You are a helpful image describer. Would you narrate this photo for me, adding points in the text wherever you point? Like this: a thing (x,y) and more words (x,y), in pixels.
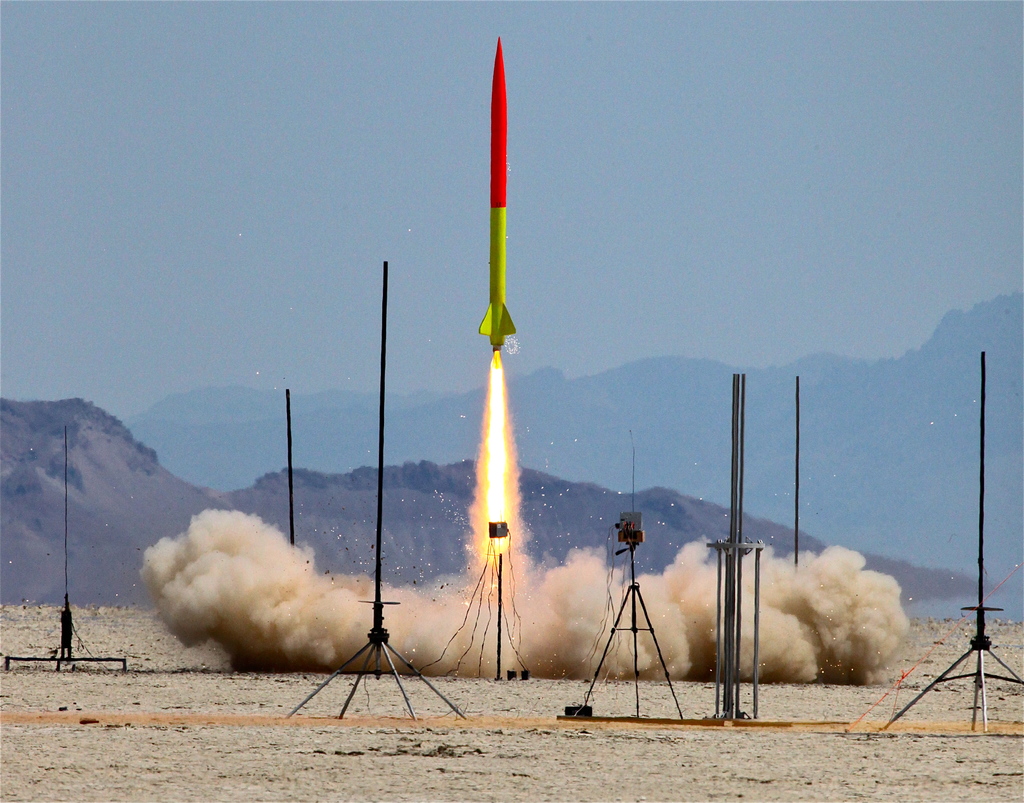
This picture shows a missile (500,347) emitting fire (505,447) and we see few metal stands (637,587) and hills (469,456) and a cloudy Sky (576,318).
